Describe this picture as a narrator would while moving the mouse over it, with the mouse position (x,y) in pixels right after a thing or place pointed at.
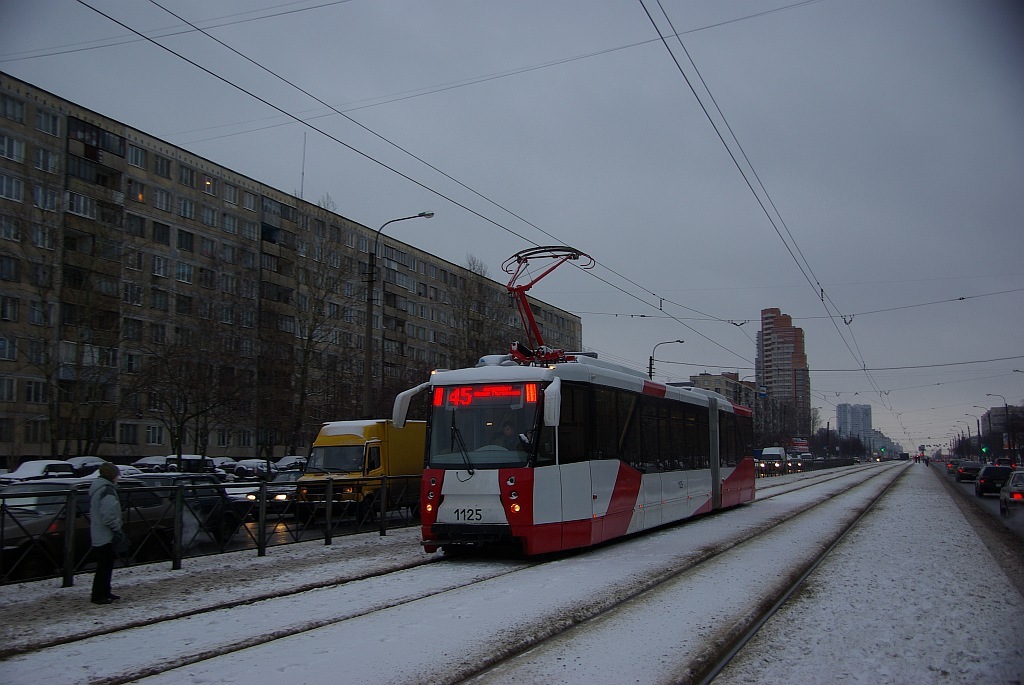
In the foreground of the picture (525,395) I can see a train (683,496) on the railway track (520,600). I can see a person (96,490) standing on the side of the track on the left side (106,516). I can see the vehicles (229,466) on the road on the left side (282,511) and the right side. There are buildings (552,319) and trees (264,409). I can see the electric wires (605,313) and there are clouds (801,221) in the sky (844,158).
